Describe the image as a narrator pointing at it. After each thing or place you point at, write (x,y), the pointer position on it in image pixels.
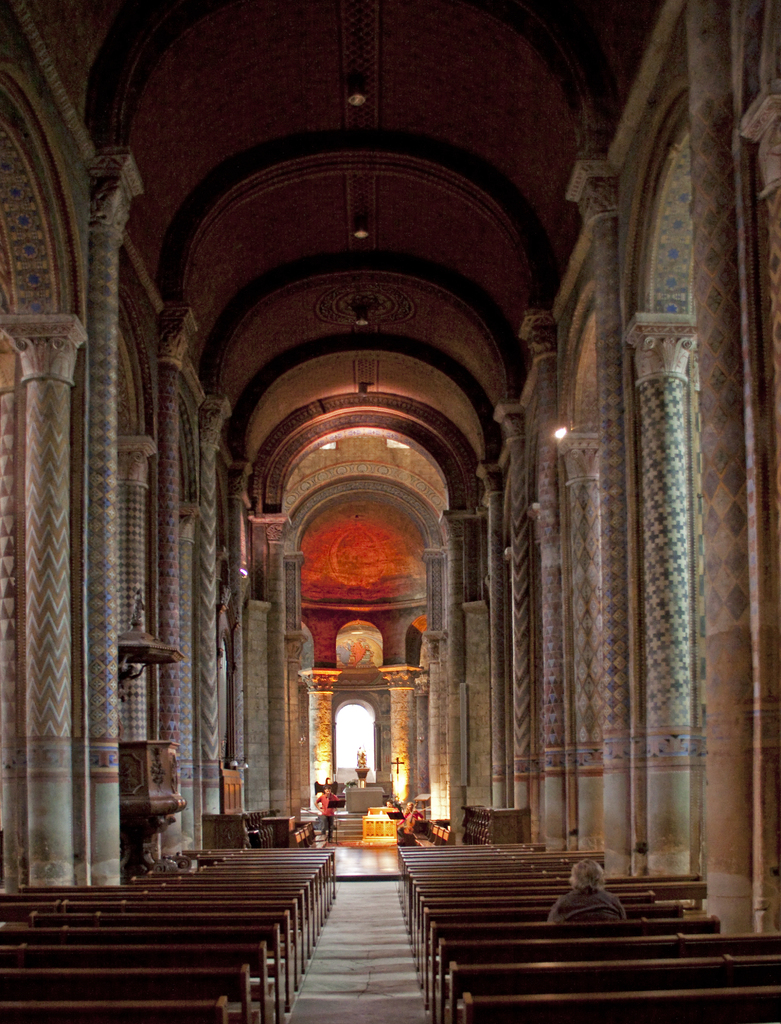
In the image inside the room (263,859) there are benches (523,903). There is a person (578,876) sitting on the bench (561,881). And there are pillars (627,469) and walls (225,529). In the background (272,811) there are windows (341,751), crosses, podiums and some other things (266,818).
